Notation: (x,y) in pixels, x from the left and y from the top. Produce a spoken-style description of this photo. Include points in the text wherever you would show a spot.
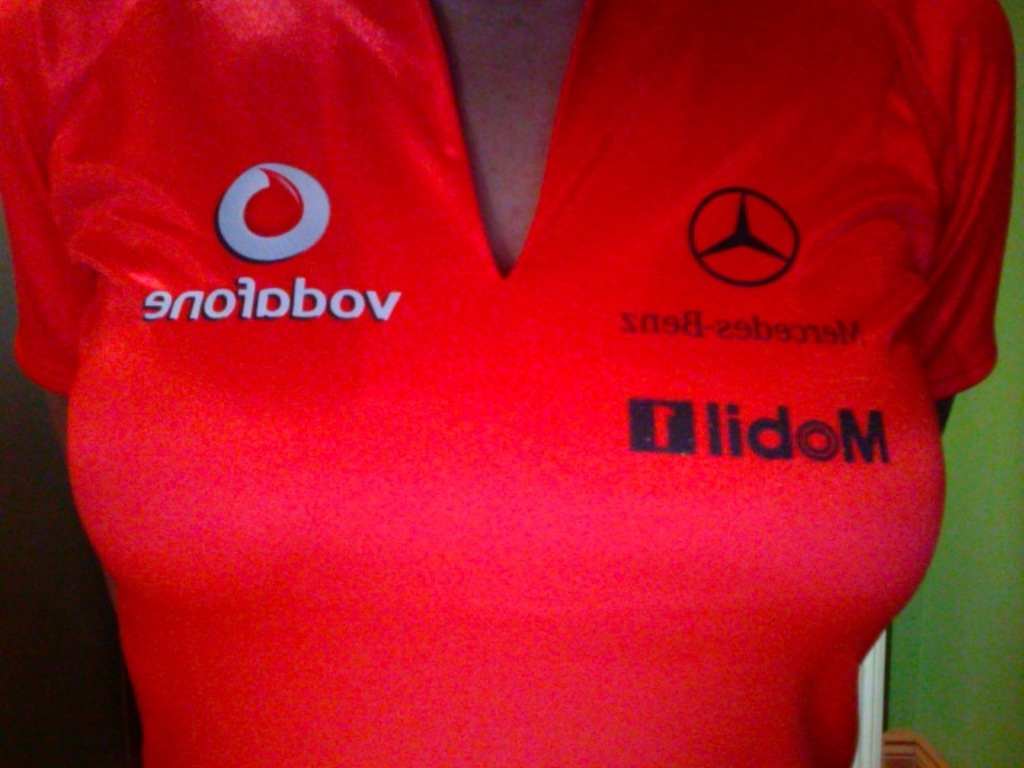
In this picture we can see a woman (726,111), she wore a red color dress (661,164).
